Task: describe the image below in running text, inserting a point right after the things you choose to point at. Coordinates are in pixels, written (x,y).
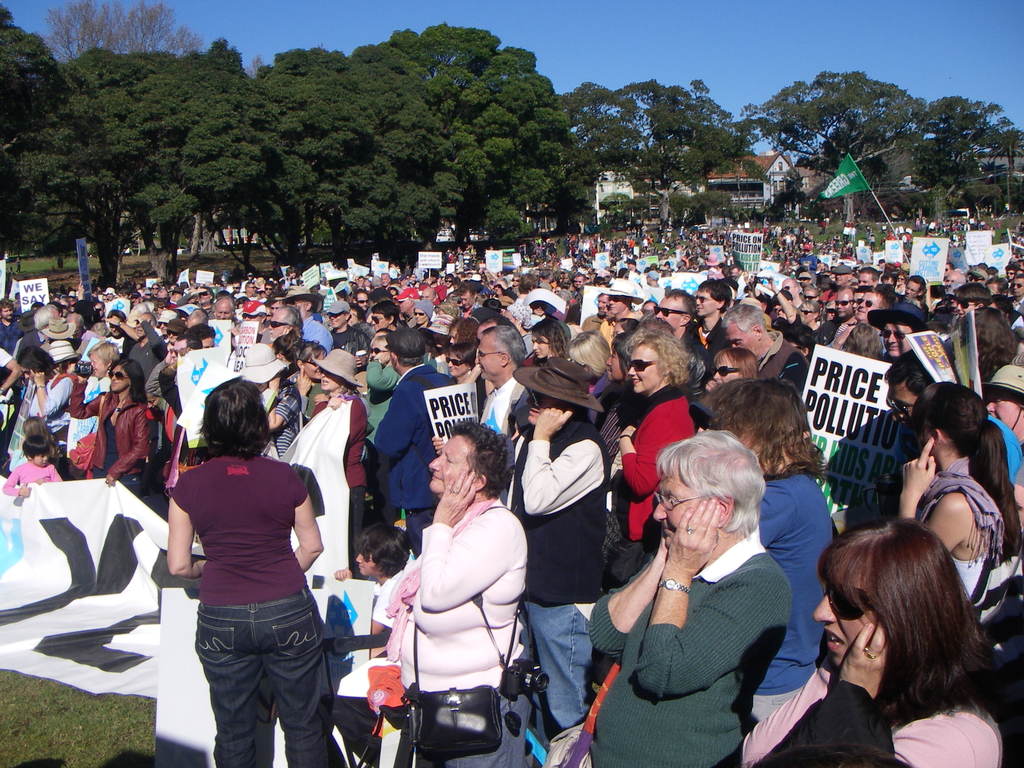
Here, we can see some people (719,302) standing and they are holding some posters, there are some green color trees (534,160), at the top (666,42) there is a blue color sky (675,52).
